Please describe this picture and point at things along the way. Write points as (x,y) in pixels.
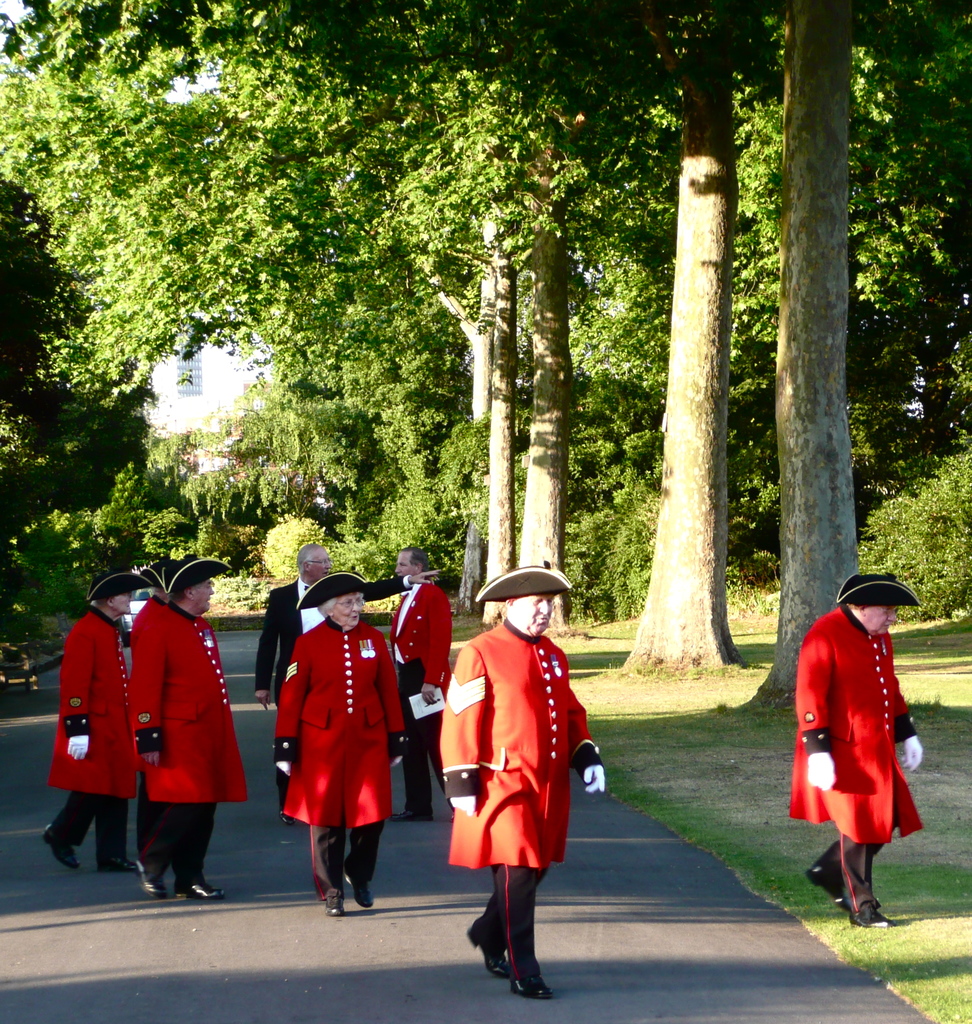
In this picture I can see many old men (429,794) wearing the same dress (465,716). In the back (283,597) there is a man (292,626) who is wearing shirt (322,614), blazer (263,634), trouser (283,789) and shoe (288,818). He is standing on the road (283,914). In the background (964,548) I can see the building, trees (284,396), plants (925,532) and grass (893,635).
